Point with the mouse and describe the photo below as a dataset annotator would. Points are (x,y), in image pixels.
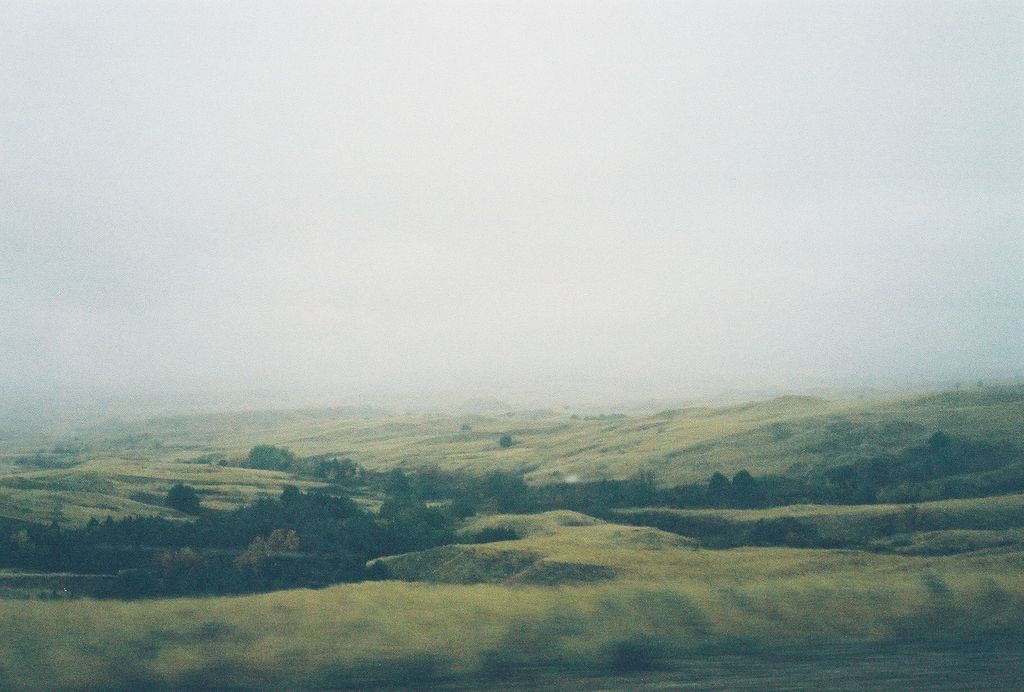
It is a beautiful scenery, there are plenty of trees (379,479) and grass (317,430) on the surface (865,575) and the background (208,380) is blurry.
